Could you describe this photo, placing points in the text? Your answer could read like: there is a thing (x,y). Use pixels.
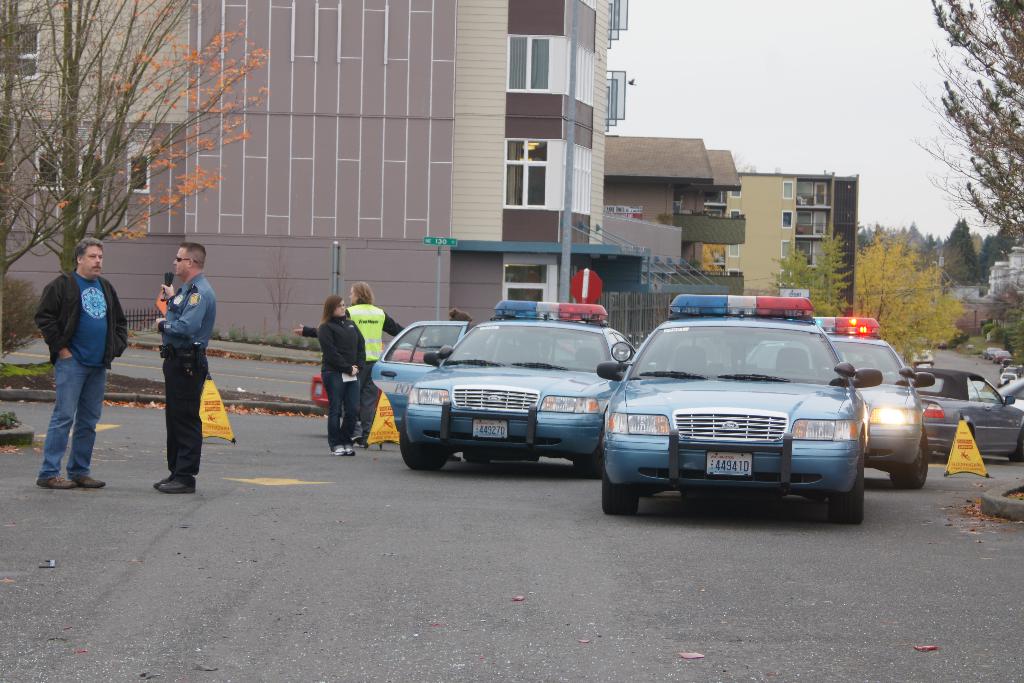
In this image, I can see the cars (870,441) on the road (781,544). I can see four people (366,352) standing. These are the buildings (534,227) with the windows (533,194). I can see the trees (907,267). I think these are the emergency warning triangle (386,424).
